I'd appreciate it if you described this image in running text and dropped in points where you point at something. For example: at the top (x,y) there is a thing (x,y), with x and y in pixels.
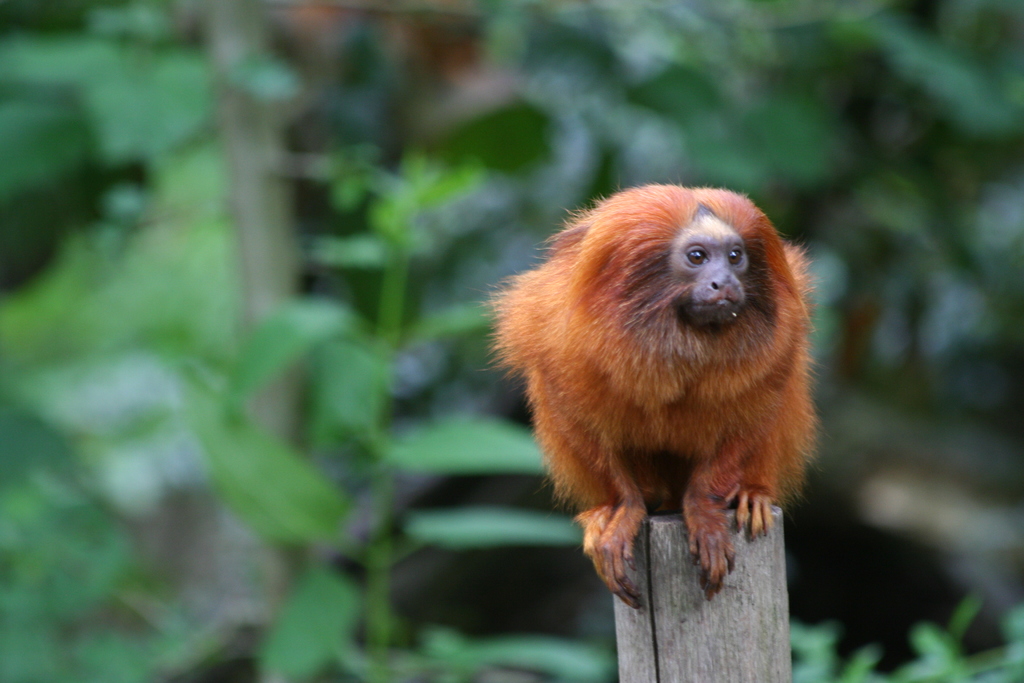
In this image I can see an animal (581,428) in brown color and the animal (628,452) is on the wooden pole (679,558). Background (291,505) the plants (460,346) are in green color.
